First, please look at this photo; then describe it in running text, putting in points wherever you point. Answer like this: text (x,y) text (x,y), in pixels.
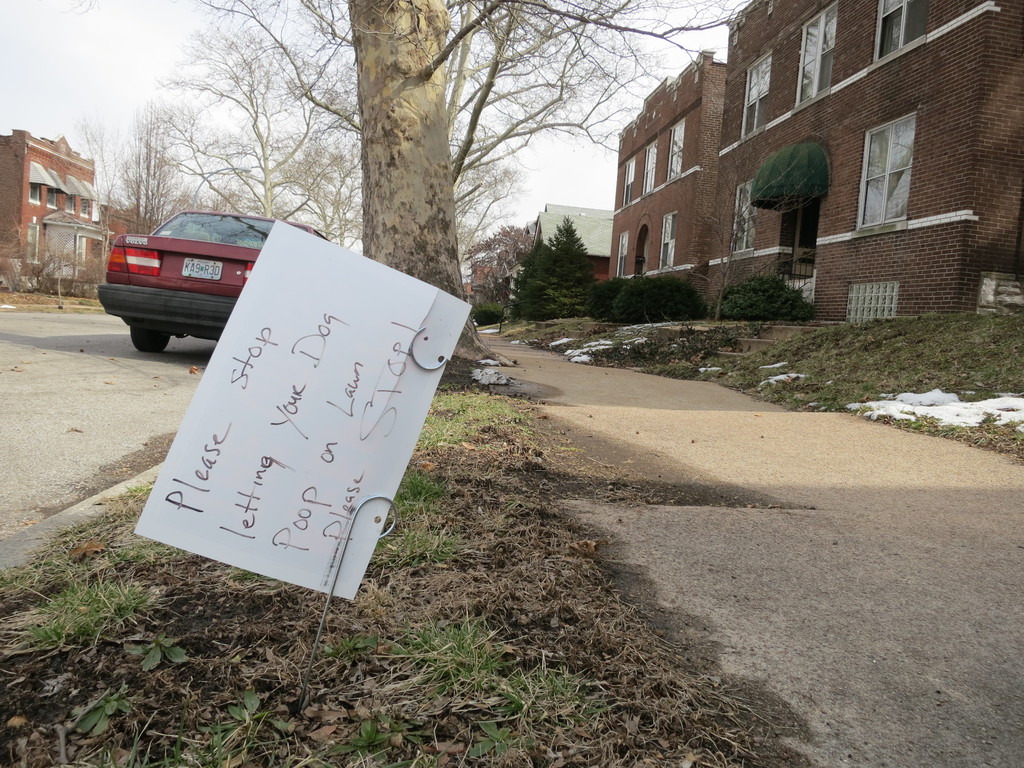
In this image we can see the buildings (62,237), trees (558,238), plants (620,314) and also the grass (453,463). We can also see a vehicle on the road (97,466). We can see a card (210,411) with the text (317,335). Sky (74,60) is also visible in this image.
